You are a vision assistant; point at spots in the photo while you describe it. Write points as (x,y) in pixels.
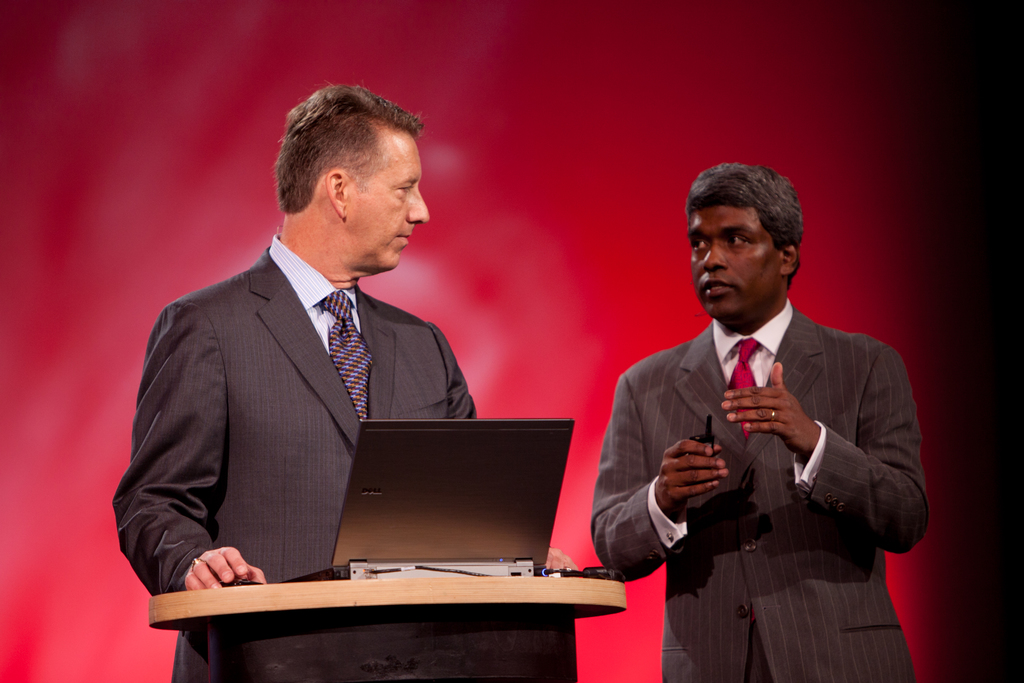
In this image we can see two men (376,375) are standing at the podium (502,602). On the podium (477,624) we can see a laptop (453,552) and cables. In the background (62,148) we can see red color object (221,220).
